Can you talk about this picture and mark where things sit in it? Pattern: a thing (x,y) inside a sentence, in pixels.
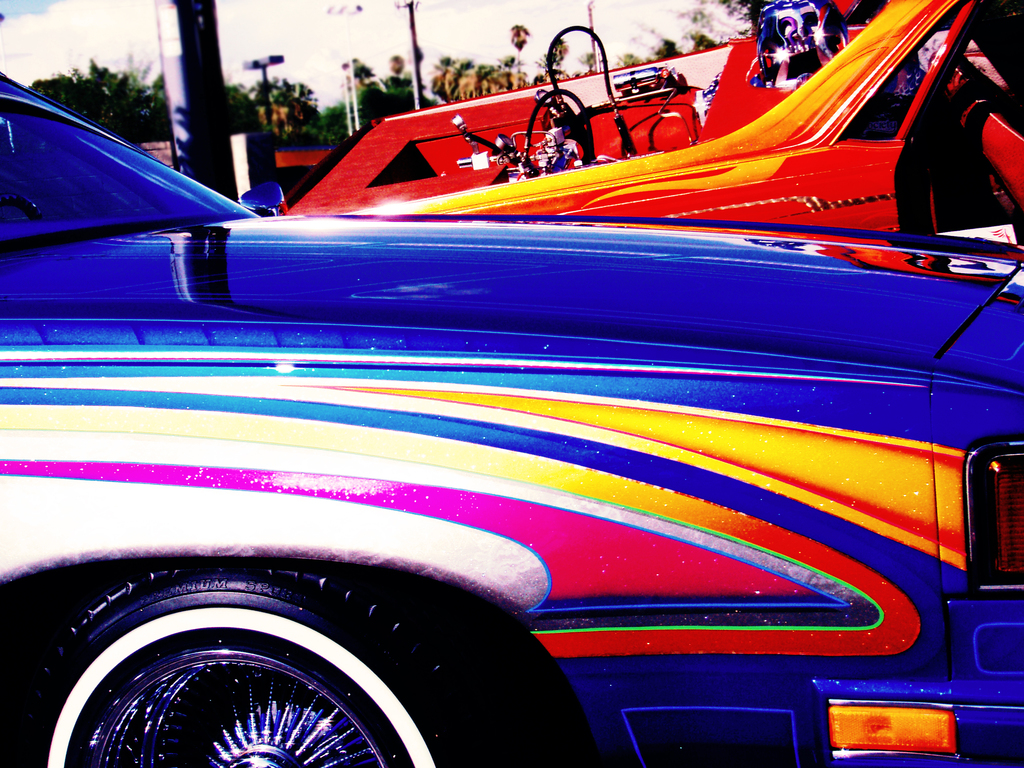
In this image I can see two cars (518,266) with full of colors. I can see some chrome parts (501,147). I can see some trees (397,70), Poles (346,67) and sky (116,45) at the top of the image (381,32).
